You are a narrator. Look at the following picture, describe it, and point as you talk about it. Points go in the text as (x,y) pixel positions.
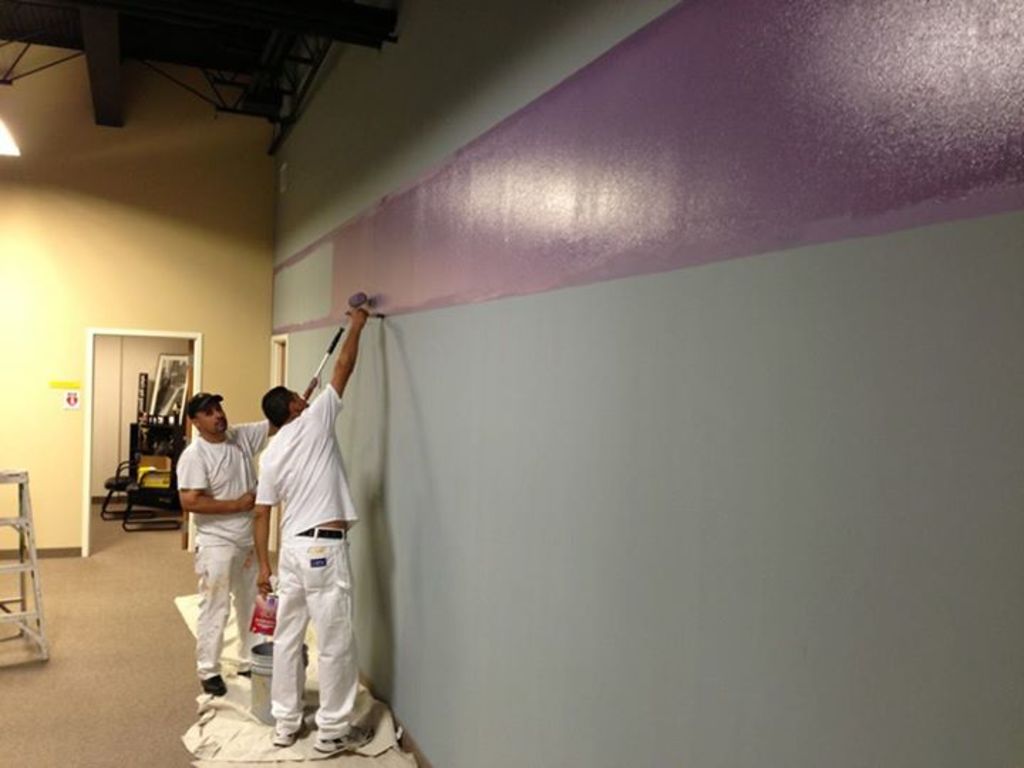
In this picture, we see two men (291,537) are standing and they are painting the wall (428,320). Beside them, we see a bucket (255,701) which is placed on the white color sheet (258,736). On the left side (13,517), we see an iron stand (18,615). In the background (29,377), we see a wall (18,348), chair (129,467) and some other objects (142,411). At the top (124,13), we see the light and the roof (80,46) of the building (146,137).
